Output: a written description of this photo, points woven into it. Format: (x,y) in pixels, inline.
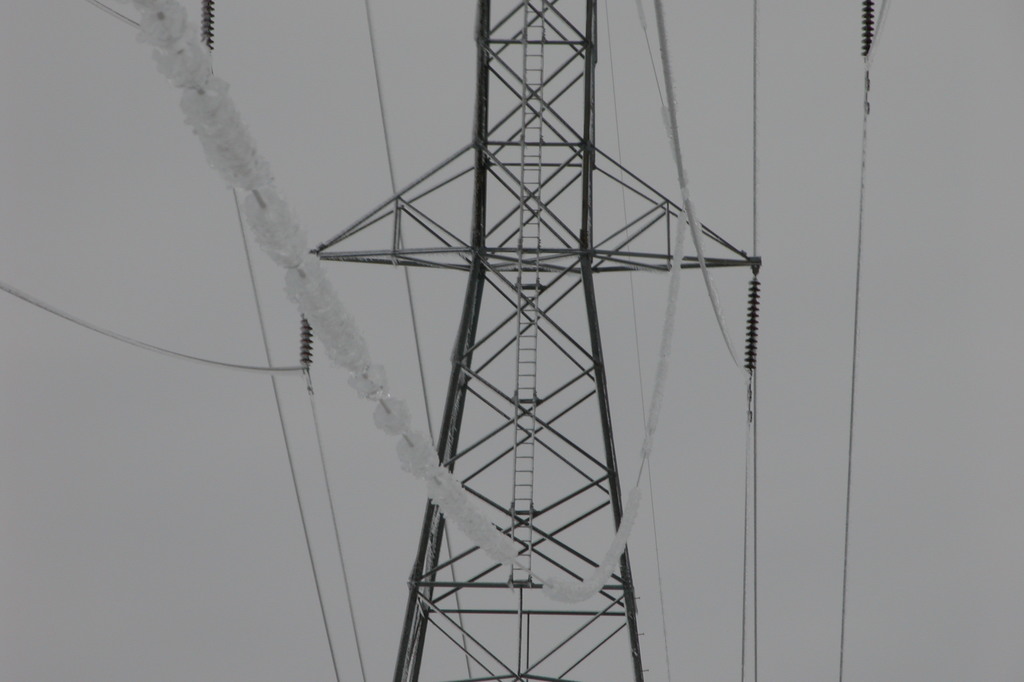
In this picture i can see electric steel tower (490,86) and wires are connected to it. On the right (946,495) i can see the sky (941,375) and clouds (955,405). In the center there is a ladder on this tower (540,585).
